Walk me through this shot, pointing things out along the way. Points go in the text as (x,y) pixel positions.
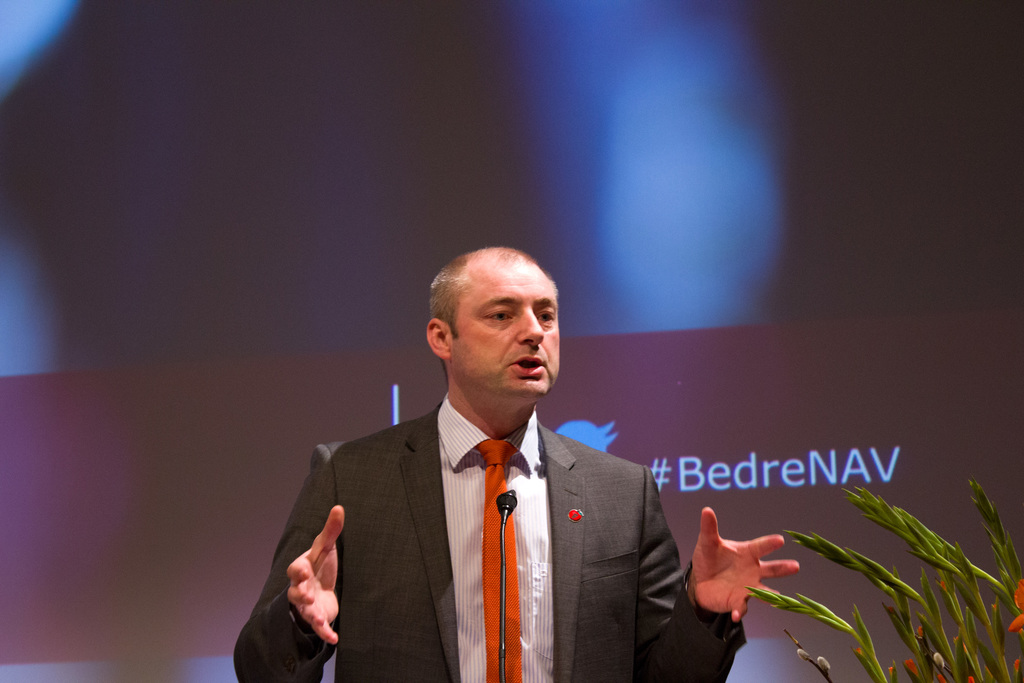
In this picture we can observe a man (426,526) wearing a coat (418,564) and an orange color tie (494,552), speaking in front of a mic (509,502). In the right side (887,584) there is a plant (949,544). In the background (149,390) we can observe a screen (567,264).
